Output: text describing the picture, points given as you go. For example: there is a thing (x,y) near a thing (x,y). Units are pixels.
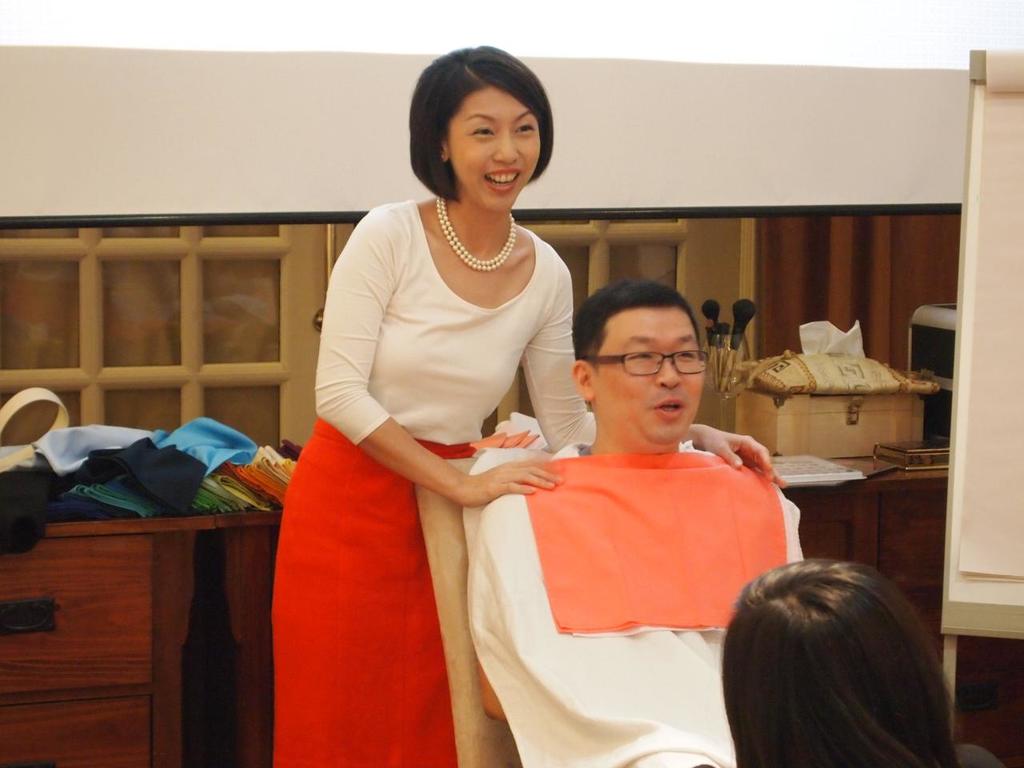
In this image we can see a man (481,640) sitting on the chair (511,767). Here we can see a woman (458,451) standing and there is a pretty smile on her face (528,119). She is holding an orange color cloth (587,536). Here we can see the drawing board stand (966,178) on the right side (992,164). Here we can see the head (876,581) of a person (890,672) on the bottom right side (875,674). Here we can see the wooden drawer (170,624) on the bottom left side (126,680). Here we can see the clothes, brushes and a suitcase box (864,405) on the table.
